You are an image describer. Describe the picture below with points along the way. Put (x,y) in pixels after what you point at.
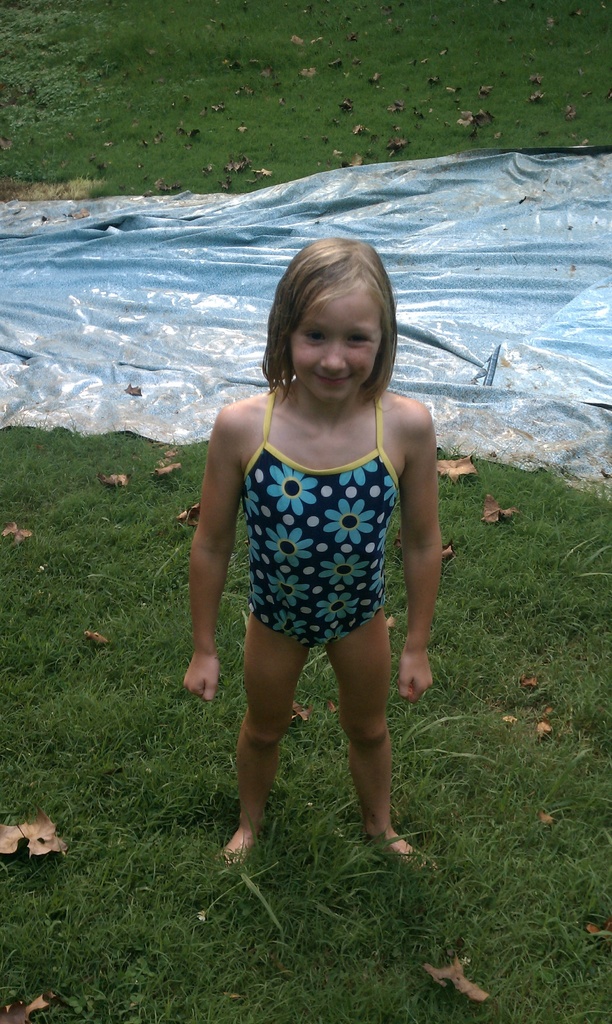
In this picture we can see dried leaves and tarpaulin (16,262) on the green grass (425,733). In this picture we can see a person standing and smiling.
